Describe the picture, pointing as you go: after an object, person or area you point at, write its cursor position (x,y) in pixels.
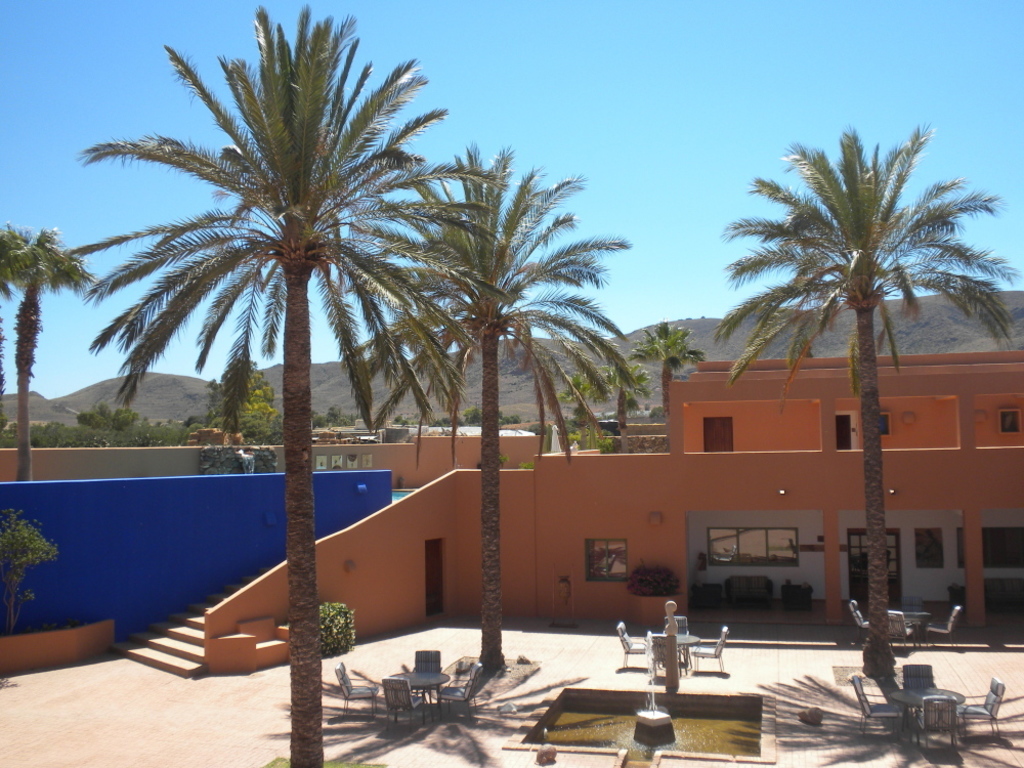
As we can see in the image there are trees (407,378), stairs (179,636), tables (433,681), chairs (421,659), water (697,721), fountain (672,699), houses (653,606) and sky (798,15). In the background (205,392) there are hills (191,396).
